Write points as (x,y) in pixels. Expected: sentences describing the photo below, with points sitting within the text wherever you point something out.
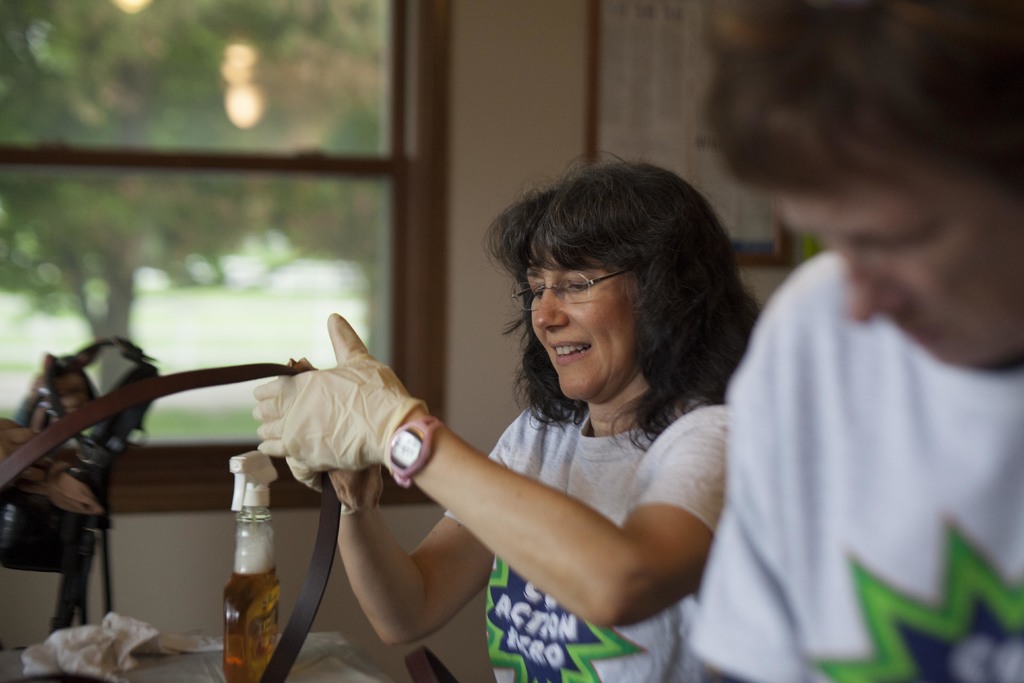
In this picture we can see a person (837,389) on the right side (845,327). We can see a woman (664,489) wearing gloves (344,473) on her hands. She is holding a leather belt (284,645). We can see a spray bottle (253,676) and other objects (77,629) on the table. There is a black object (124,350) visible on the left side (132,360). We can see some text (635,2) on a board (635,2). This board (651,38) is visible on the wall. We can see a glass window (368,293). Through this glass window (211,309), we can see a trees (31,211) and grass (243,298) in the background (275,243).
